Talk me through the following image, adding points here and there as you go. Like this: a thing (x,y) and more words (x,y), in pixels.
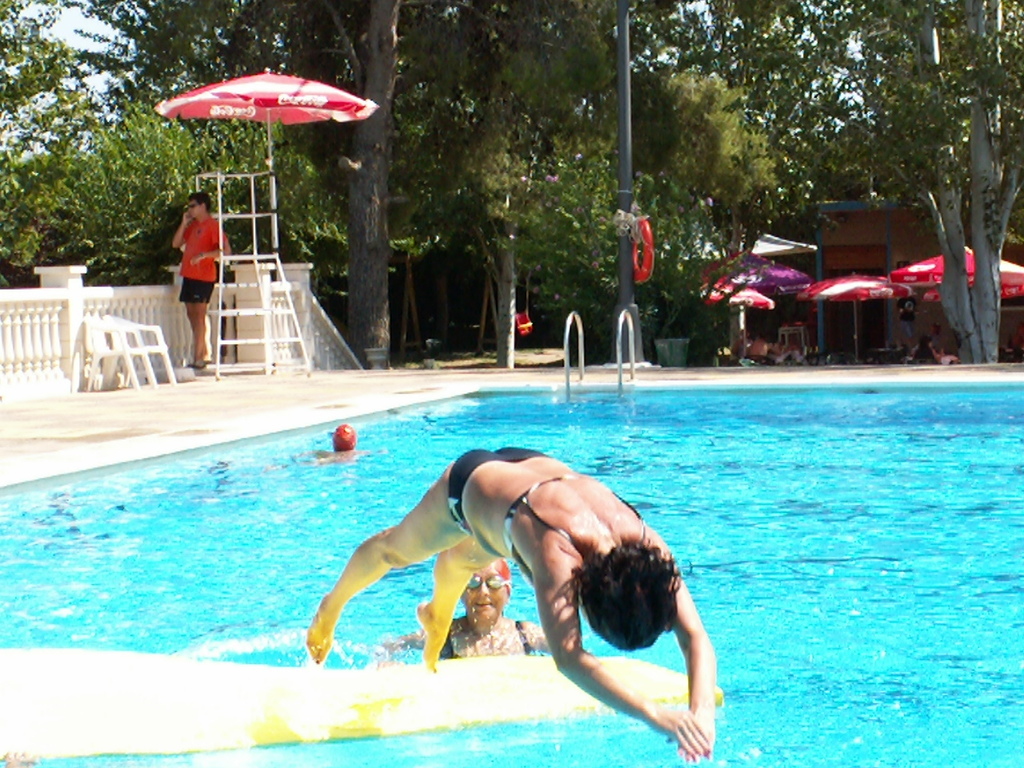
In this image we can see sky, trees (707,104), parasols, grills (71,344), chairs (123,344), swimming pool (733,419) and persons (493,609).
